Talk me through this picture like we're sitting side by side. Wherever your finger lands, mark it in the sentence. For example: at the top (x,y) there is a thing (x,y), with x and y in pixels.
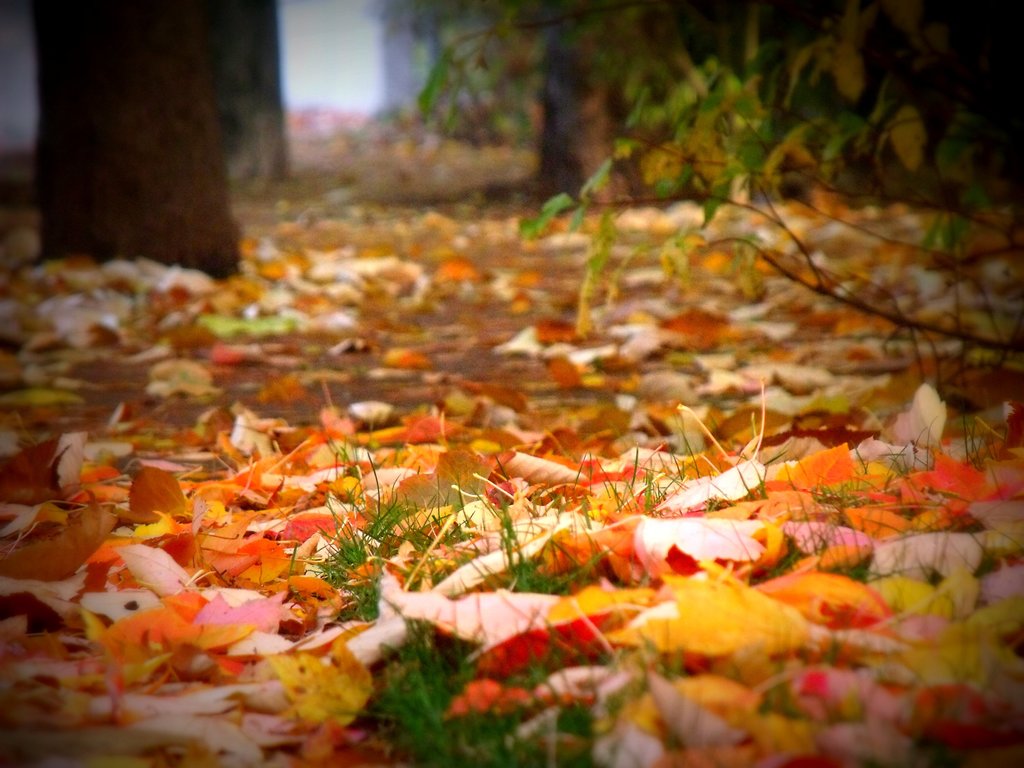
In this image there is a ground (436,447) on which there are so many dry leaves (630,396). On the left side (125,125) top there are trees (231,88).
